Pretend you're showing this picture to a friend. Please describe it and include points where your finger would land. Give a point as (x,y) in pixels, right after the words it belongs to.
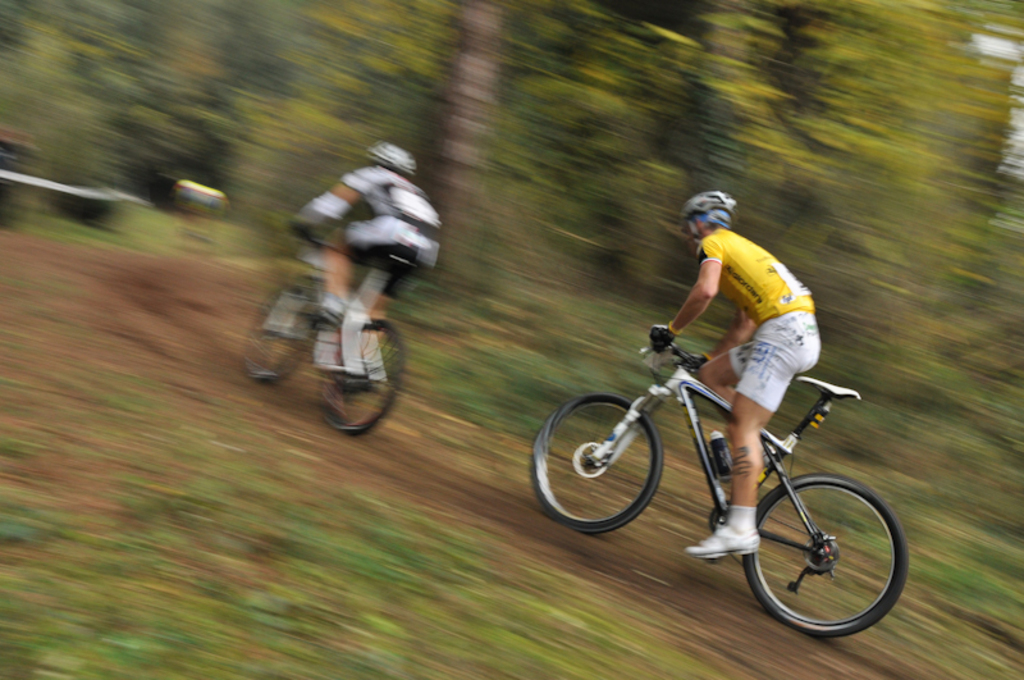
In this picture we can see the grass (197,596) and two people (338,259) riding bicycles (674,374) on the ground (193,380). In the background (122,163) we can see trees (159,148) and it is blurry.
